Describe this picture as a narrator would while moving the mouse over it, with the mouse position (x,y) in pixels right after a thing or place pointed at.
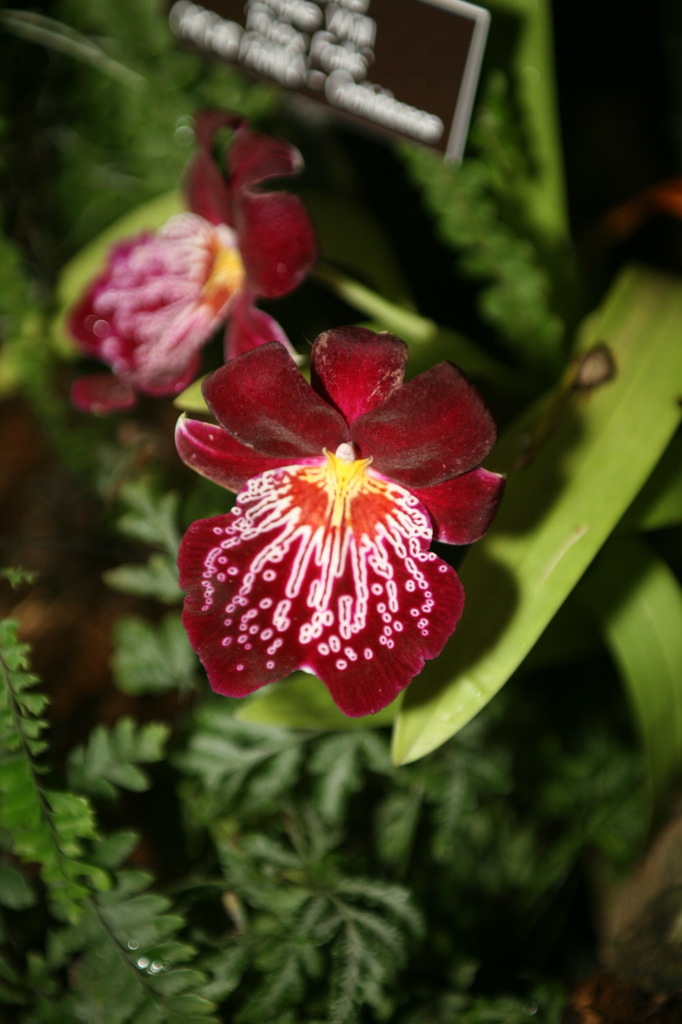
In this picture I can observe red color flower (303,557) to the plant (320,553). There are some leaves (489,552). I can observe black color board (351,104) on the top of the picture (304,40). In the background (188,805) there are plants (257,876).
